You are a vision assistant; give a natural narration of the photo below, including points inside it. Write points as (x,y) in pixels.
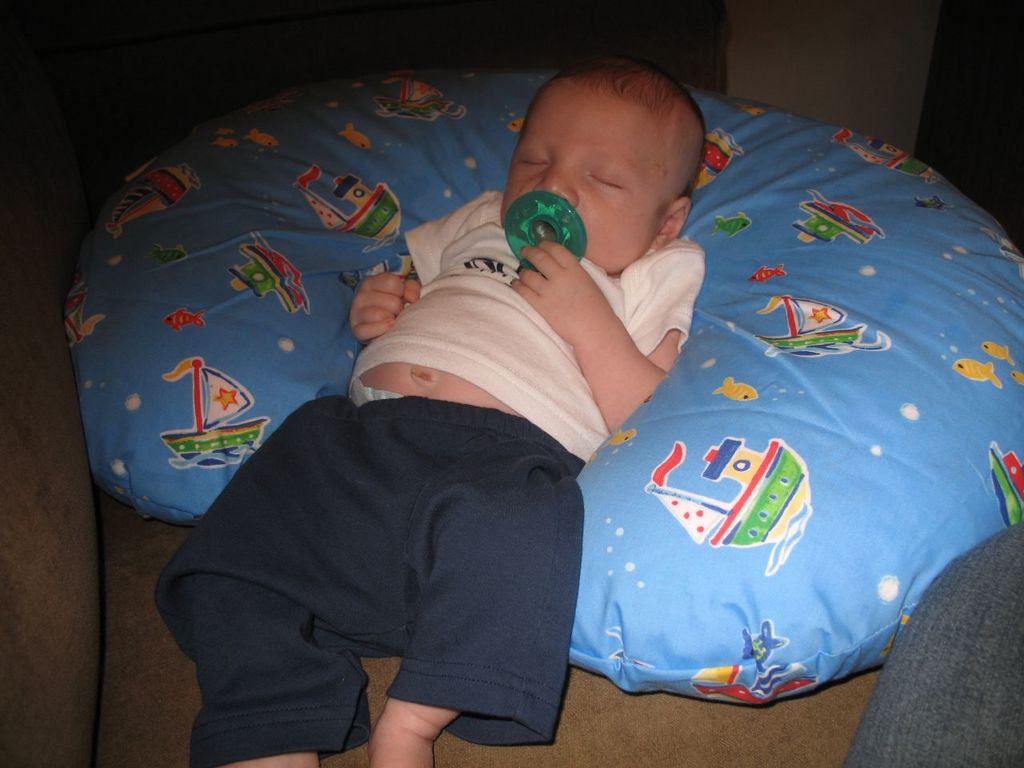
In this image there is a kid (412,591) sleeping, there is a nipple (551,233) in the mouth (553,221) of the kid (546,262), there is a couch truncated towards the left of the image (80,654), there is a person (987,602) truncated towards the right of the image (972,631), at the background of the image (856,69) there is a wall (851,56) truncated.
